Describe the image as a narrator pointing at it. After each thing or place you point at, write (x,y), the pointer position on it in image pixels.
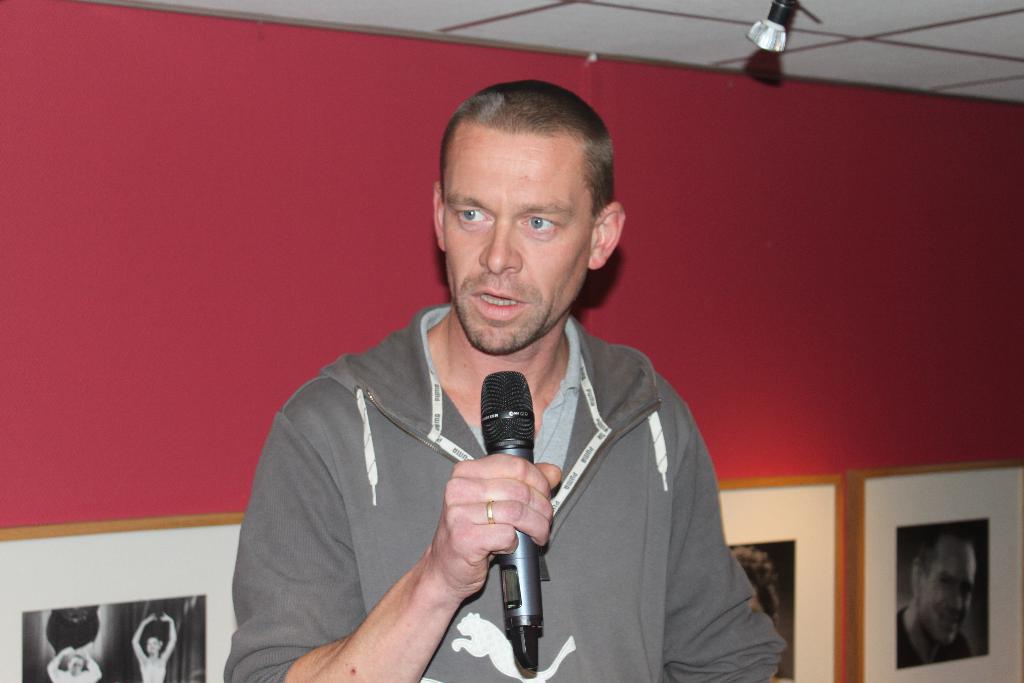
In this image a man (666,564) is standing and holding a mic (532,562) in his hand (471,495). At the background (29,218) there is a wall (771,87) with many picture frames (826,570) on it. At the top of the image (925,90) there is a ceiling (954,67).
